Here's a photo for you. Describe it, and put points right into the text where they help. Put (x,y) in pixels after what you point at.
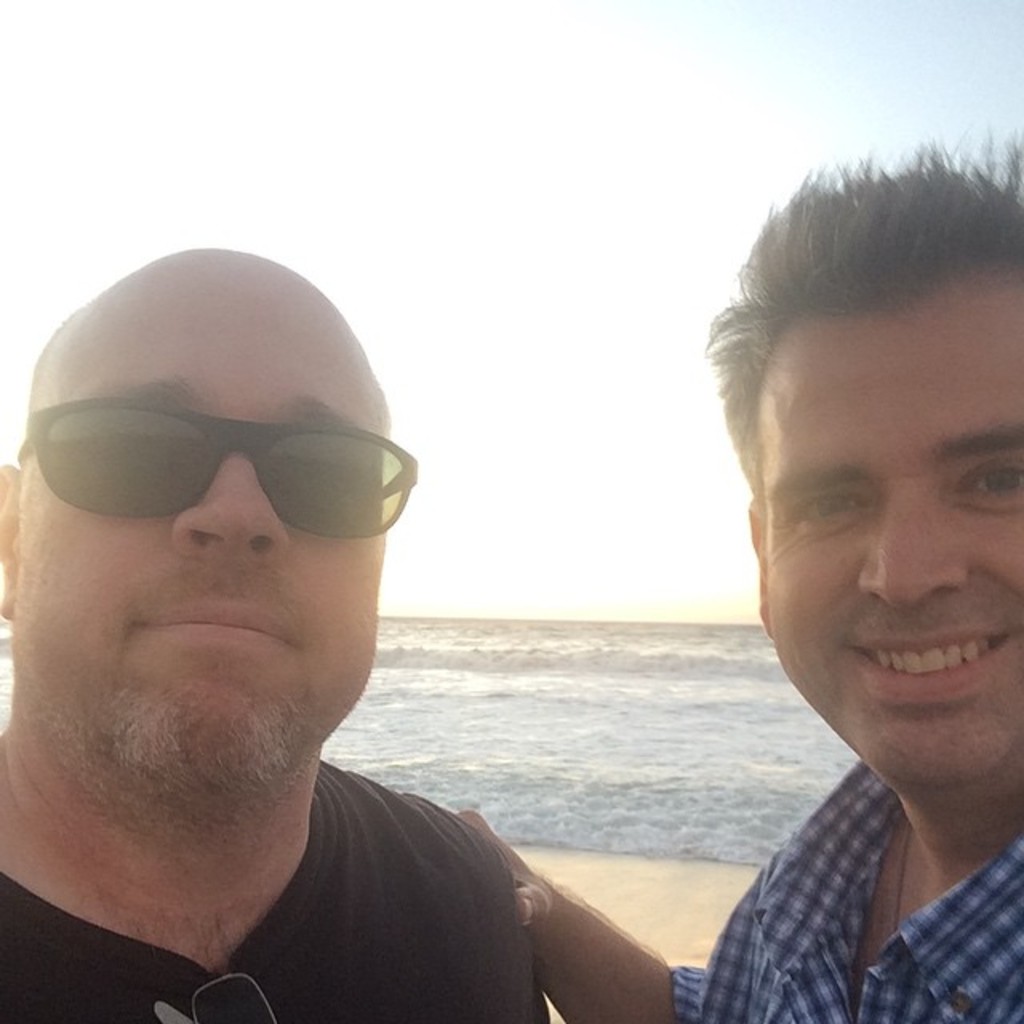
In this image there is a man (278,787), he is wearing black T-shirt (295,881) and black spectacles (245,429) and another man (982,968) wearing blue and white color shirt (862,827), in the background (452,673) there is a beach (475,755) and a sky (540,322).
